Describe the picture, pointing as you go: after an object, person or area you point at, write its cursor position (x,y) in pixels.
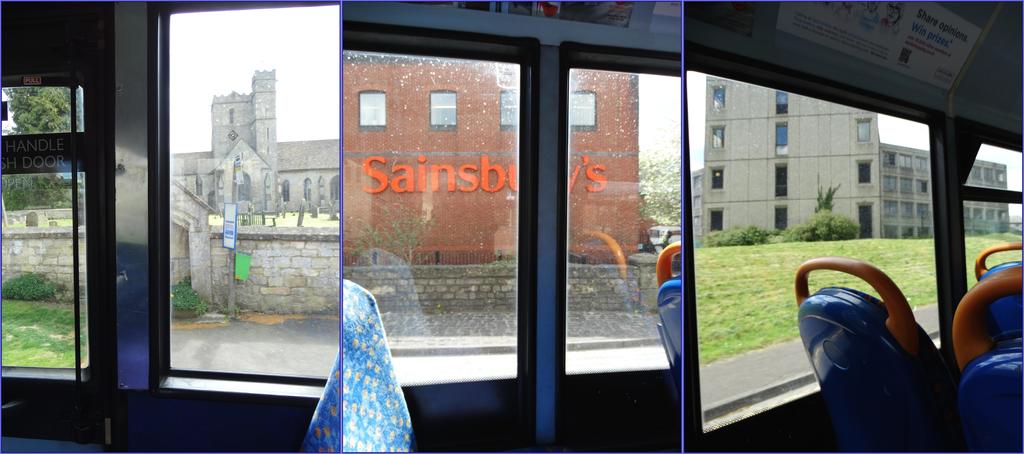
In this picture we can see few seats (867,340) in the bus (480,415). This is an inside view of the bus (160,275). There are some boards (233,213) on the pole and few buildings (878,230) in the background (246,206). Some grass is visible on the ground (259,220).
